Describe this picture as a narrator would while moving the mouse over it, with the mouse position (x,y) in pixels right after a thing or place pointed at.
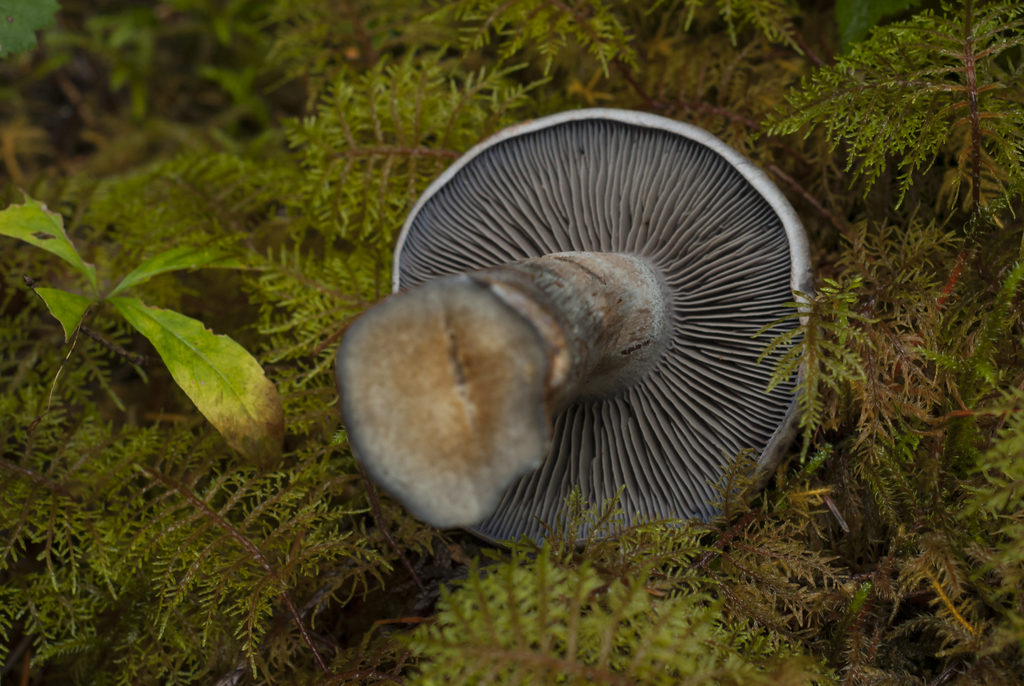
This image is taken outdoors. In this image there are a few plants (256,287) and in the middle of the image (561,364) there is a mushroom (613,295).
